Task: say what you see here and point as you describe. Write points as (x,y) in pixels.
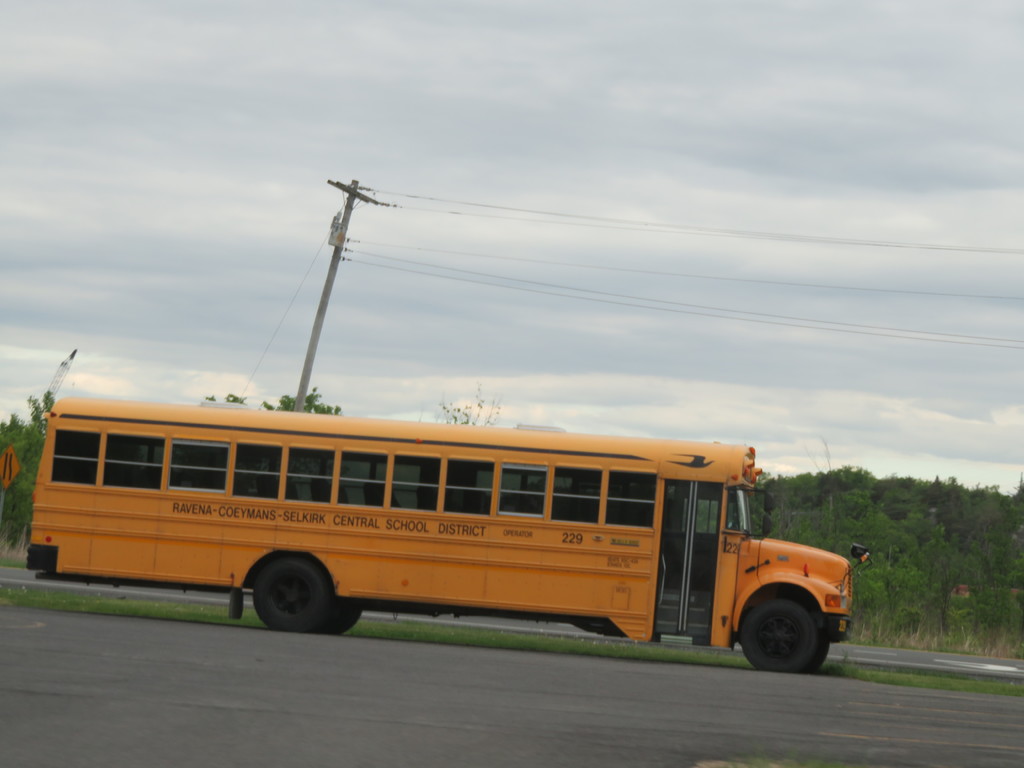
In this image can see the road (429,706). I can see a vehicle (363,537) with some text (527,535) written on it. In the background (865,525), I can see the trees (912,521), an electric pole (373,201) and clouds (448,144) in the sky (336,129).
